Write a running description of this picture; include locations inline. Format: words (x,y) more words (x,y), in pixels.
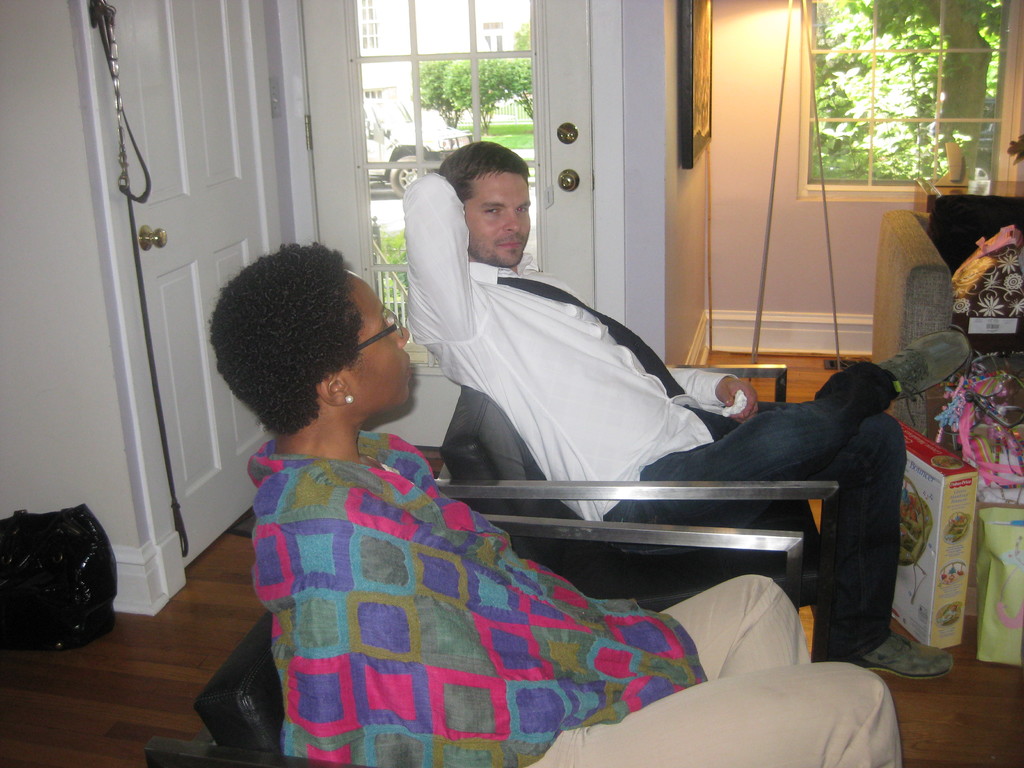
A man (545,338) with white shirt (551,347) is sitting on a chair (495,450). And a woman (524,647) is sitting on the other chair (228,703). To the left side (186,208) there is a door (150,217). And to the left bottom corner (32,547) there is a black color bag (41,589). And to the right corner (944,310) there is a sofa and there are some boxes (956,527). Into the right top corner there is a window (883,91). Outside the window (876,65) there are some trees (935,75). And to the wall (740,85) there is a frame (691,87).
